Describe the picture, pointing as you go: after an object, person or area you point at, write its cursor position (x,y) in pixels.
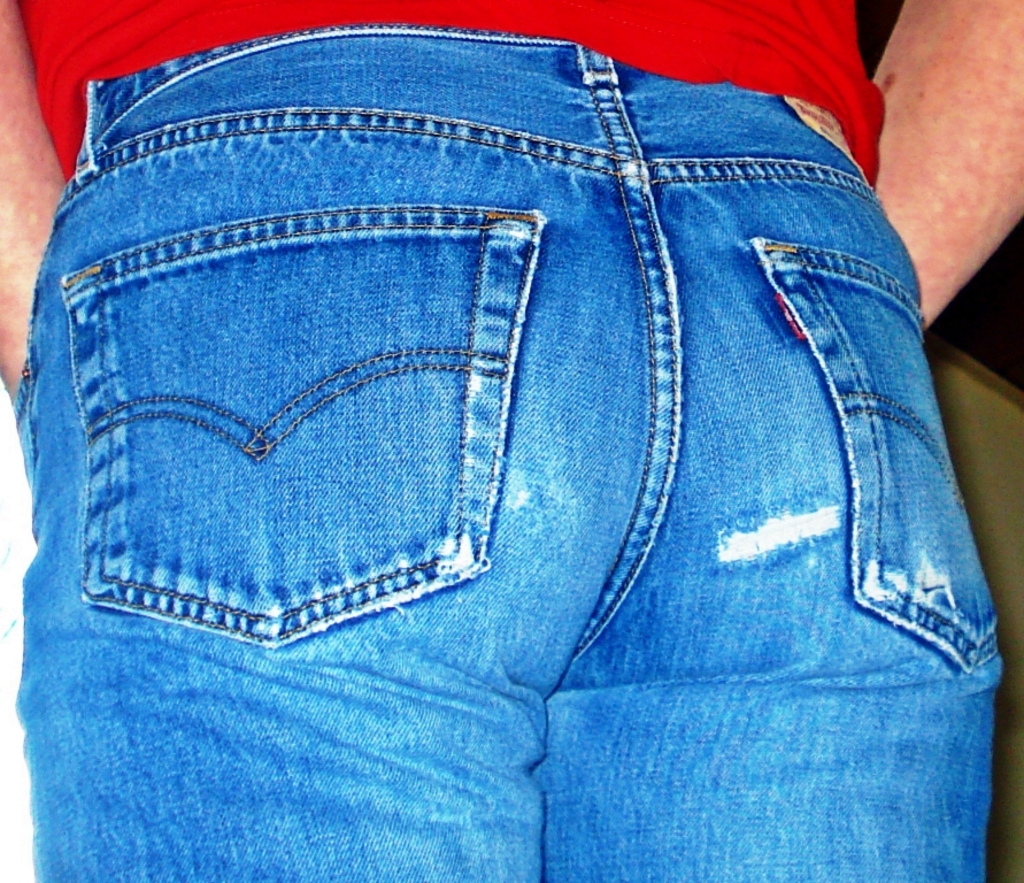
In this picture we can see a person (87,317), jeans (377,249), red cloth (393,20) and in the background (972,385) we can see an object (966,407).
